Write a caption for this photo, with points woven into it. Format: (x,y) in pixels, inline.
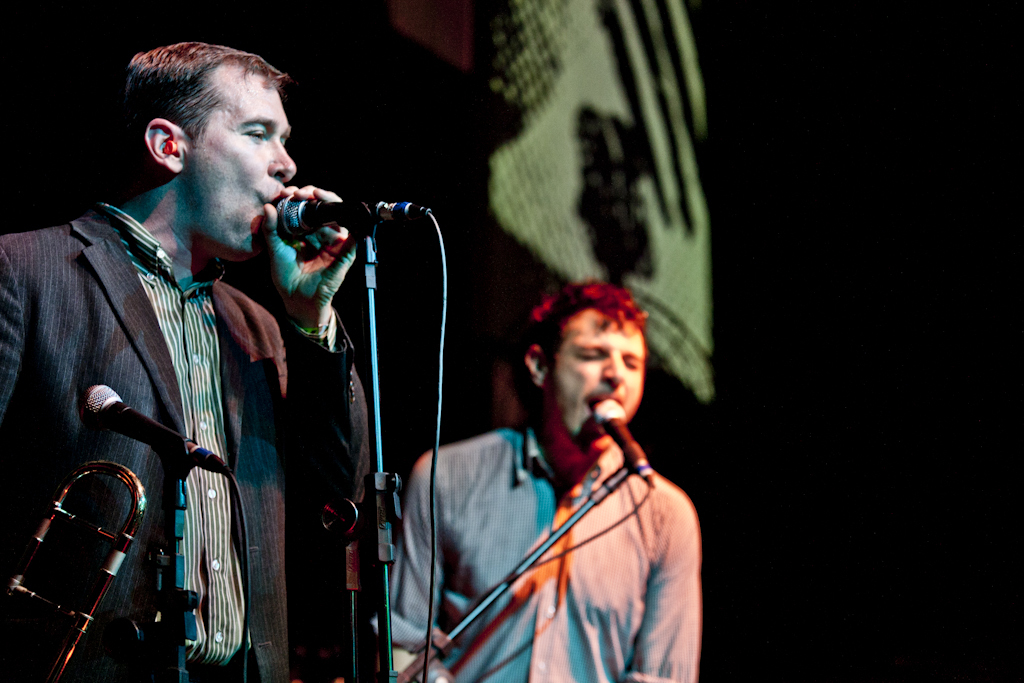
In this image I can see two persons (648,554) standing, the person (228,434) in front (256,426) is wearing black blazer (263,410), green shirt (215,355) and holding a microphone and singing. The person (477,550) at right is singing in front of the microphone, background (704,355) I can see the screen (646,168).
